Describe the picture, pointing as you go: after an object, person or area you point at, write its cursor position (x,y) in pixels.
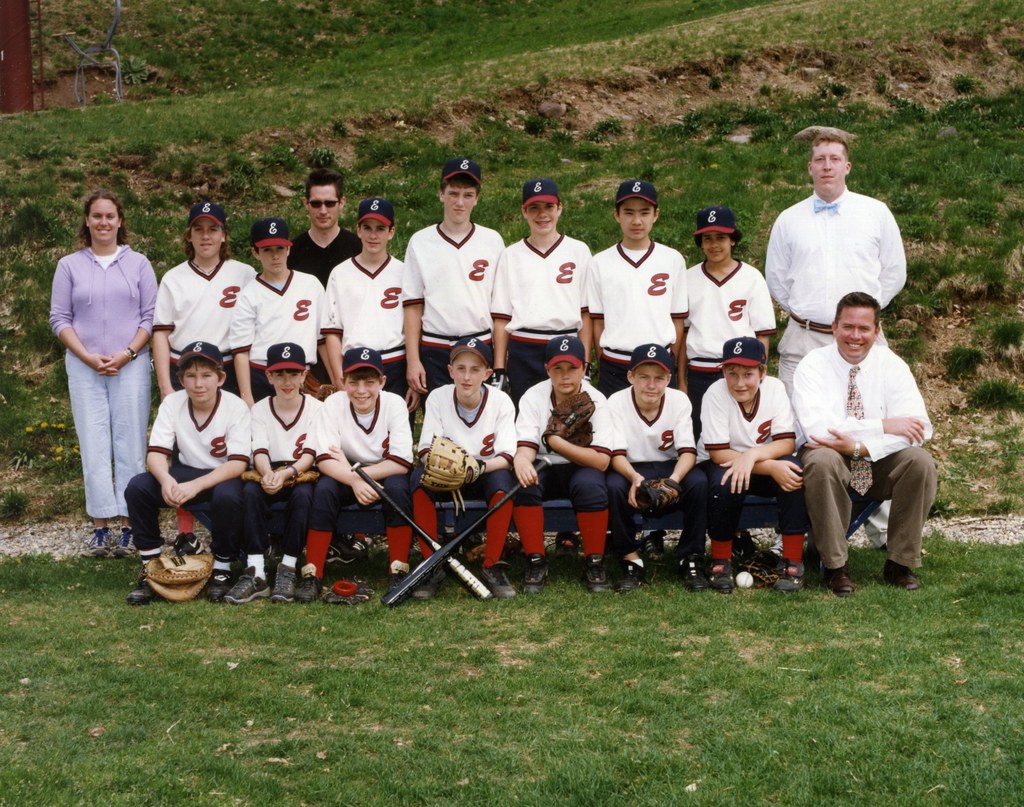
This picture describes about group of people (324,415), few (281,410) are seated, few (428,387) are standing and few people (209,293) wore caps (724,224), in front of them we can see bats (446,562), ball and gloves (194,576), and also we can see grass (783,655).
